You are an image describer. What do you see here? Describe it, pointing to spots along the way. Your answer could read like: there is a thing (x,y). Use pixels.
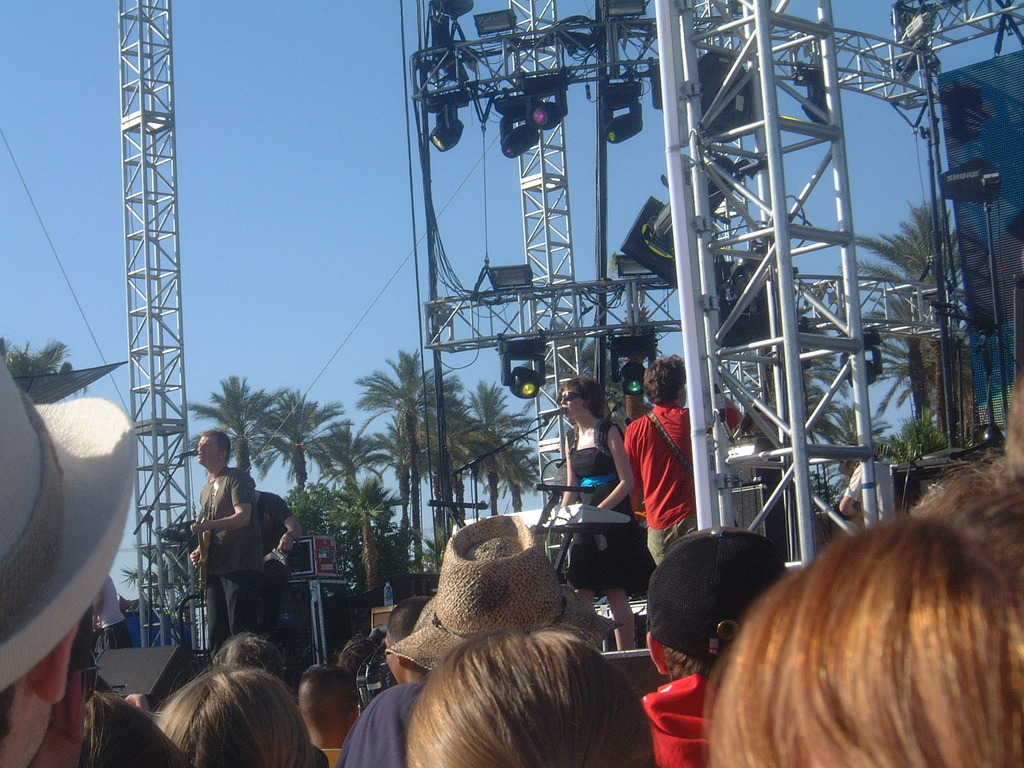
In this image I can see heads (478,679) of number of persons (263,690) and few of them are wearing hats (653,580). In the background (211,560) I can see few persons (218,455) standing in front of microphones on the stage (278,566) and I can see few musical instruments (559,513) in front of them. I can see few metal poles (772,193), few lights (635,344), few trees (807,365) and I can see the sky (293,175), few wires (436,246) and the screen (1006,289) in the background (1011,60).
